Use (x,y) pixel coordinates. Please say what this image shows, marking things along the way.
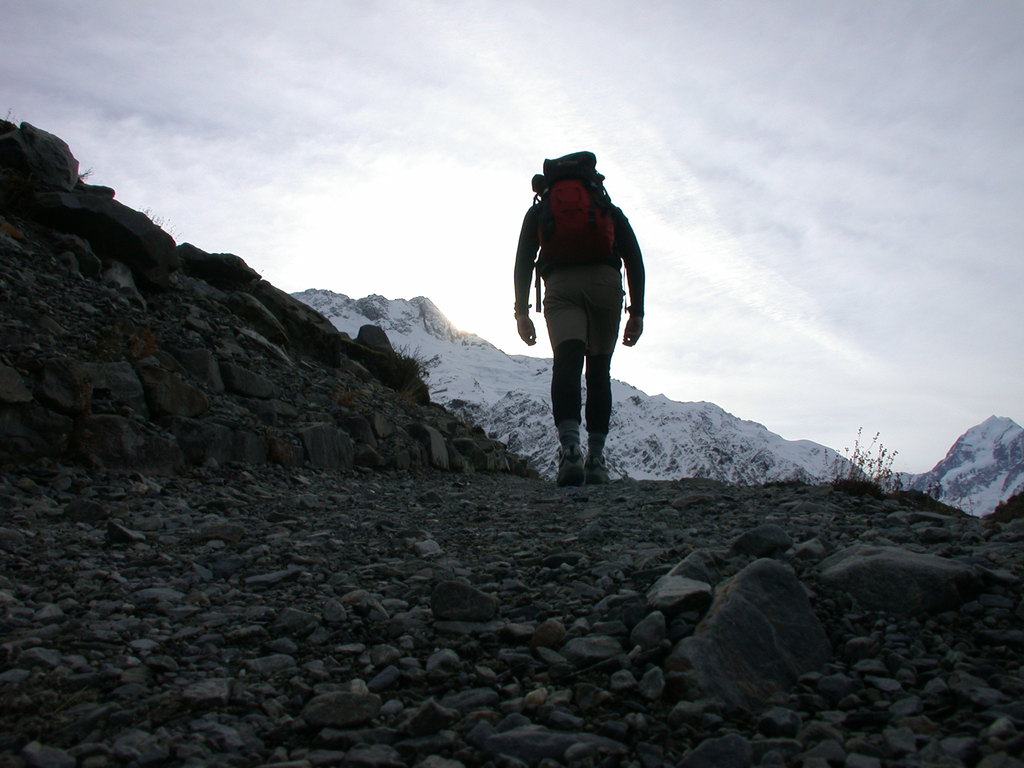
There is a person (594,386) walking and backpack (584,262). We can see stones (338,697). In the background (673,414) we can see hill (964,453) covered with snow (434,353) and sky (466,96).
